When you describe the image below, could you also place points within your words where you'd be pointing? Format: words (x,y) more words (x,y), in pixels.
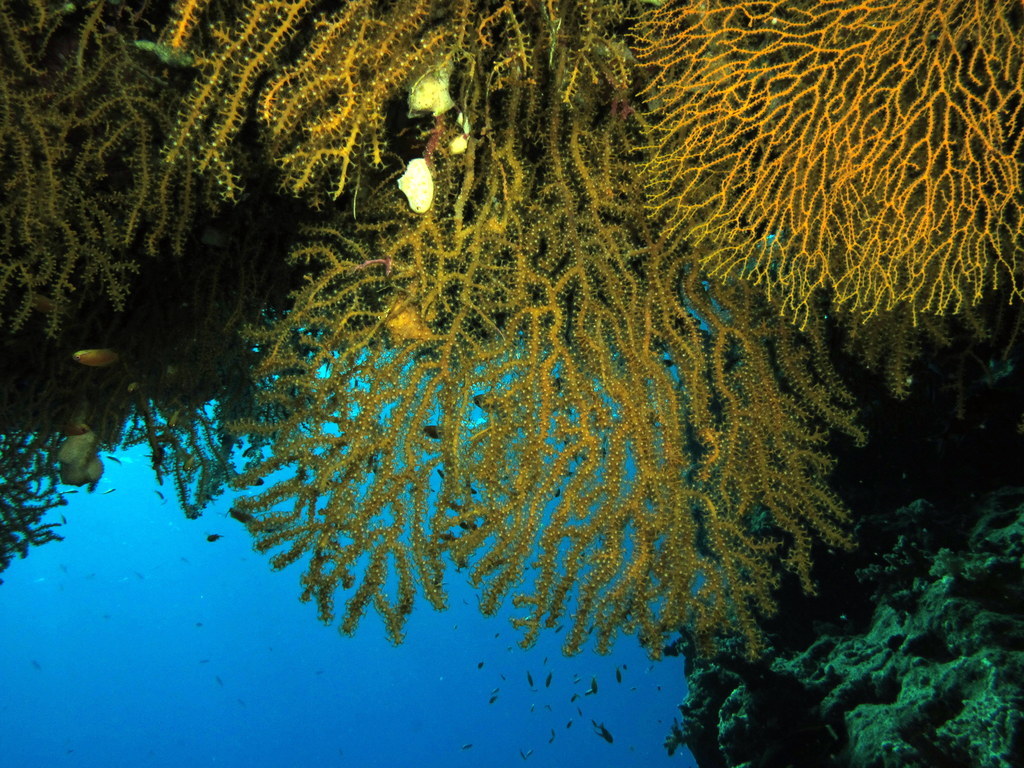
In this image, we can see the corals (306,250) and fishes (534,683) in the water (436,420).
